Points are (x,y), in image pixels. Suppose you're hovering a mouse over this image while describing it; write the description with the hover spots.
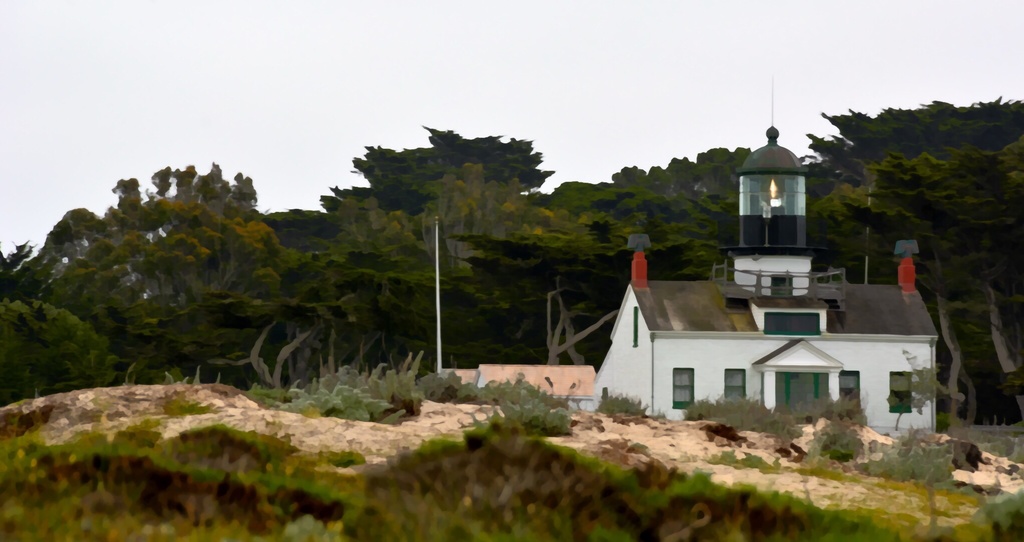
This is an edited image. At the bottom of the image (542,454) on the ground (430,411) there are small plants (731,401). There is a building (714,320) with walls (686,365), windows (744,377), roofs (879,289), pillars (766,404) and also there is a tower (797,274) on the top of the building (721,299). Behind the building (799,270) there are many trees (443,275) and also there is a pole (437,235). At the top of the image (651,122) there is a sky (385,100).
